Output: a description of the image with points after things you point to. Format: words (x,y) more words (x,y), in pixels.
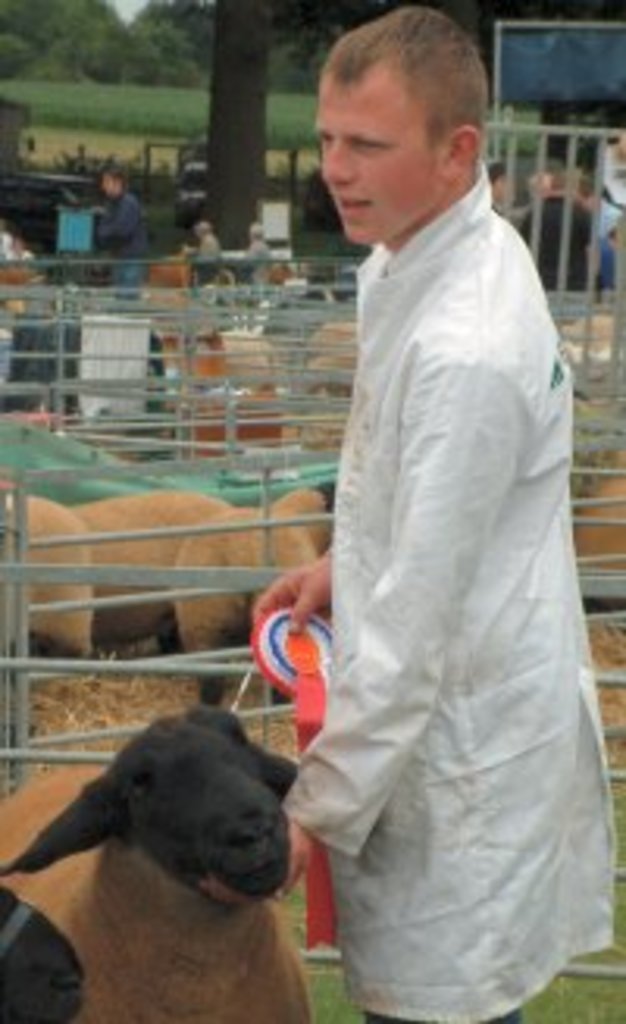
In this picture I can see a man (498,425) on the right side (542,761), there are sheep (223,614) and iron rods (124,584) in the middle (220,560). In the background (235,226) I can see few persons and trees (273,71).
